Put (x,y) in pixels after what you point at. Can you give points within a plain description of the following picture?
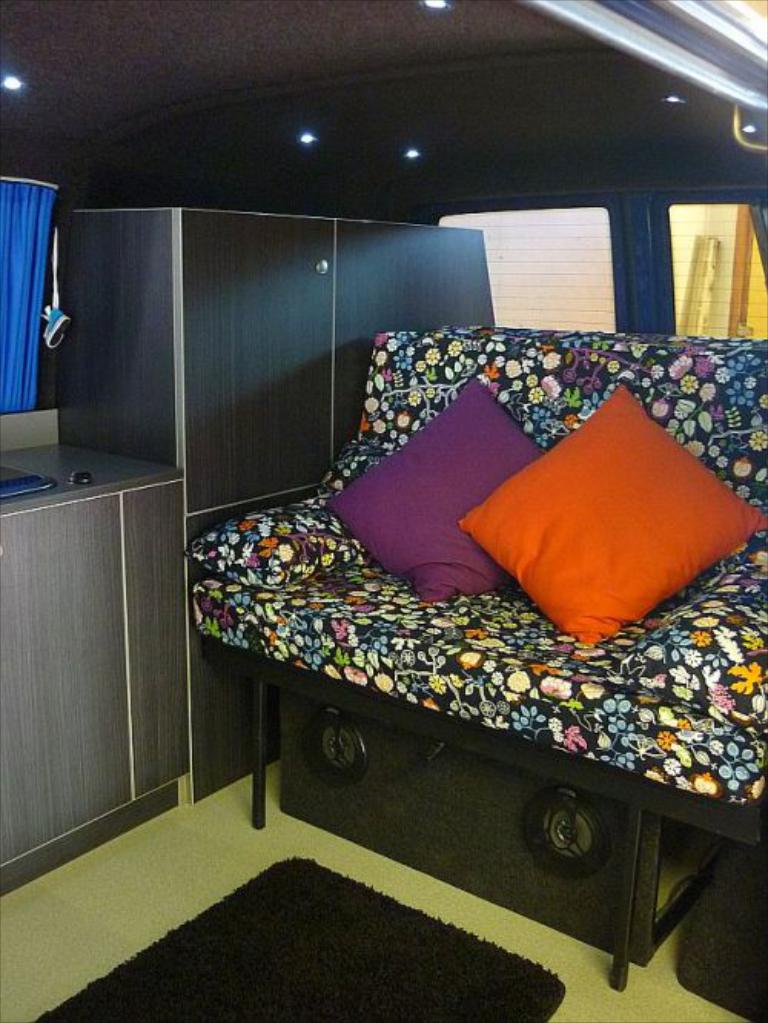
In this image we can see sofa (418,678), pillows (439,472), speakers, cupboards (258,474), curtain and windows (709,257).
